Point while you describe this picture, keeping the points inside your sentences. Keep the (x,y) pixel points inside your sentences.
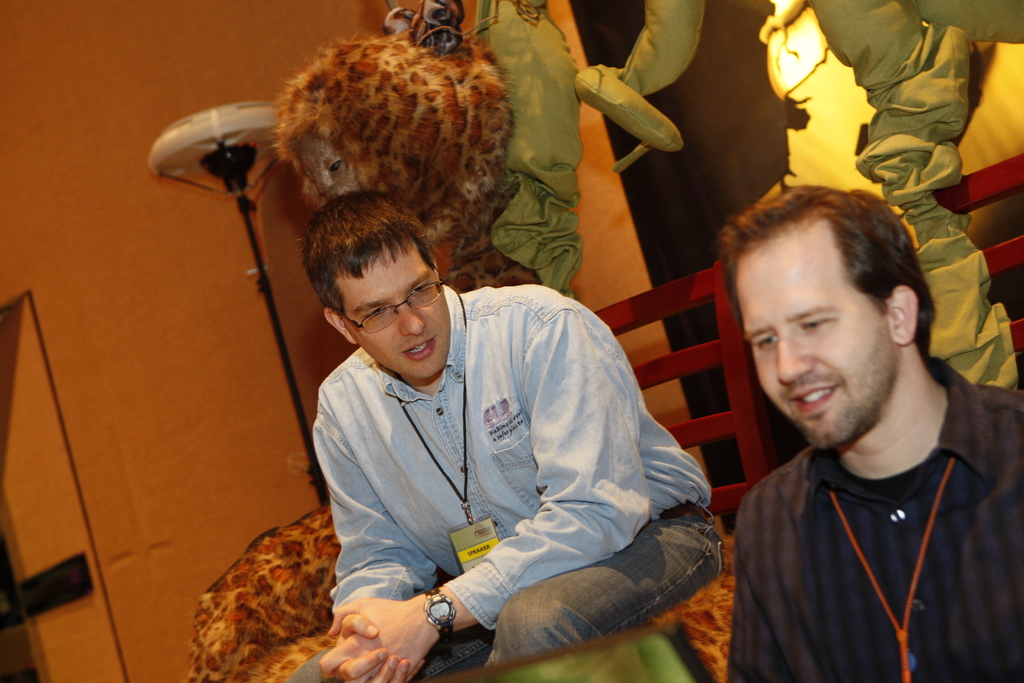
In this picture we can observe two men (789,538). One of them is wearing spectacles (438,285) and both of them are wearing tags (427,451) in their necks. We can observe a lamp (242,185) here. In the background (165,337) there is an orange color wall (226,44).
